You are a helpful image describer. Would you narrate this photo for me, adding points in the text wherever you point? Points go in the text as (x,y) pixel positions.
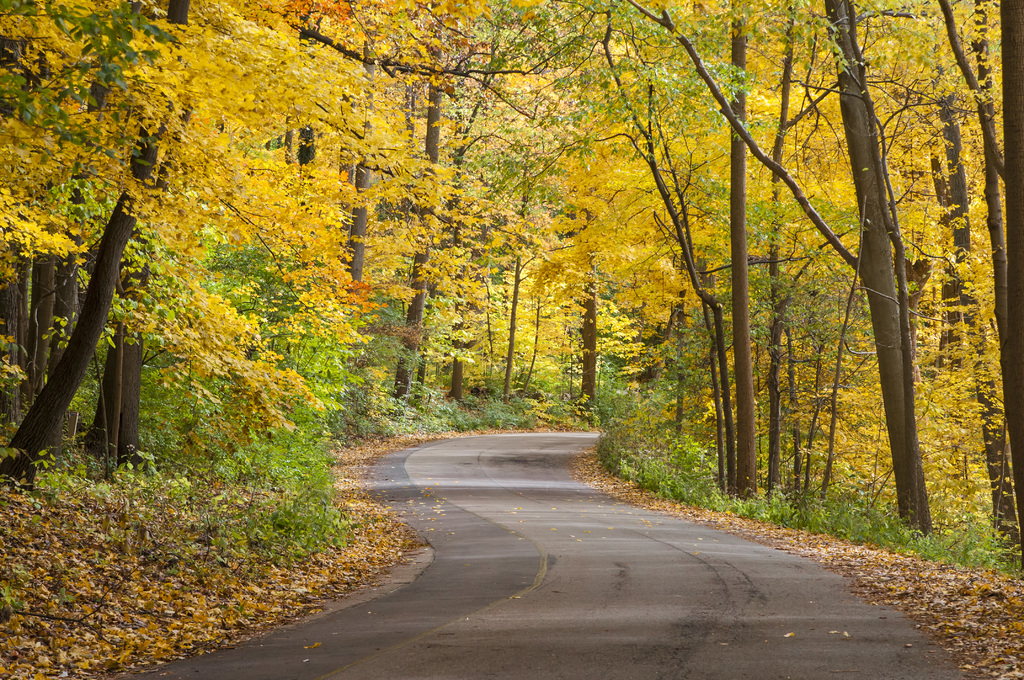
Here there is a road (540,537) in the middle (538,441). To the either side of the road (379,473) there are trees (66,217) and leaves (51,528) on the ground (578,462).
